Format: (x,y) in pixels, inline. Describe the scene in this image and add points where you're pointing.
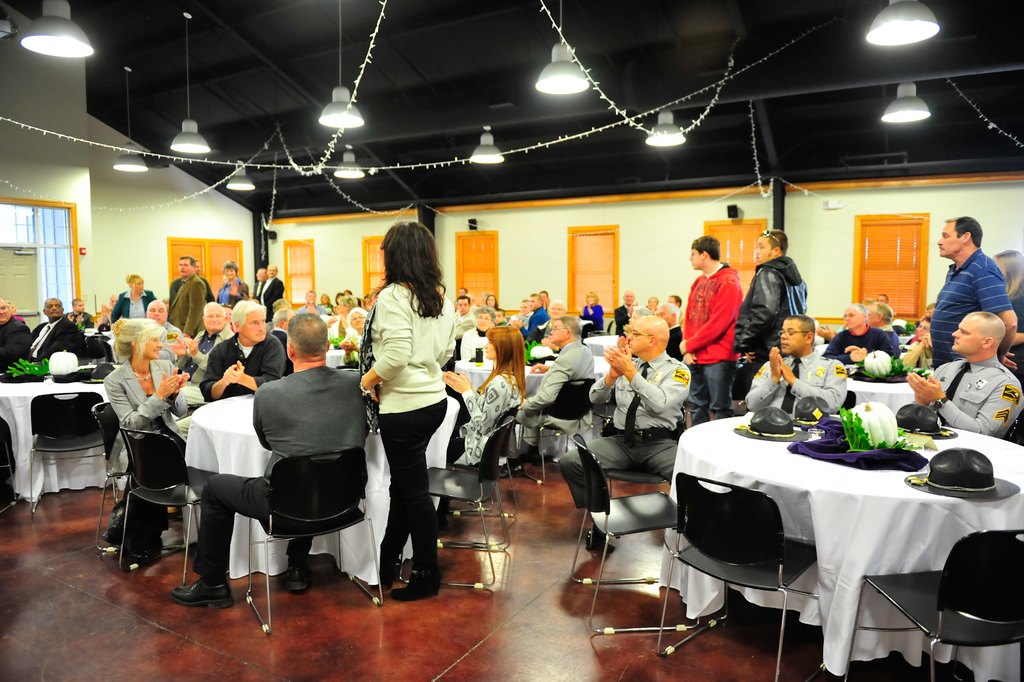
I can see in this image a group of people (408,425) among them few people (187,382) are sitting on a chair (94,403) in front of a table (218,422) and few people (396,426) are standing on the floor (542,504). On the table (901,479) we have few objects (903,466) on it. I can also see there are few lights (359,104), windows (902,292) and a wall (147,229) in the background (130,216).
